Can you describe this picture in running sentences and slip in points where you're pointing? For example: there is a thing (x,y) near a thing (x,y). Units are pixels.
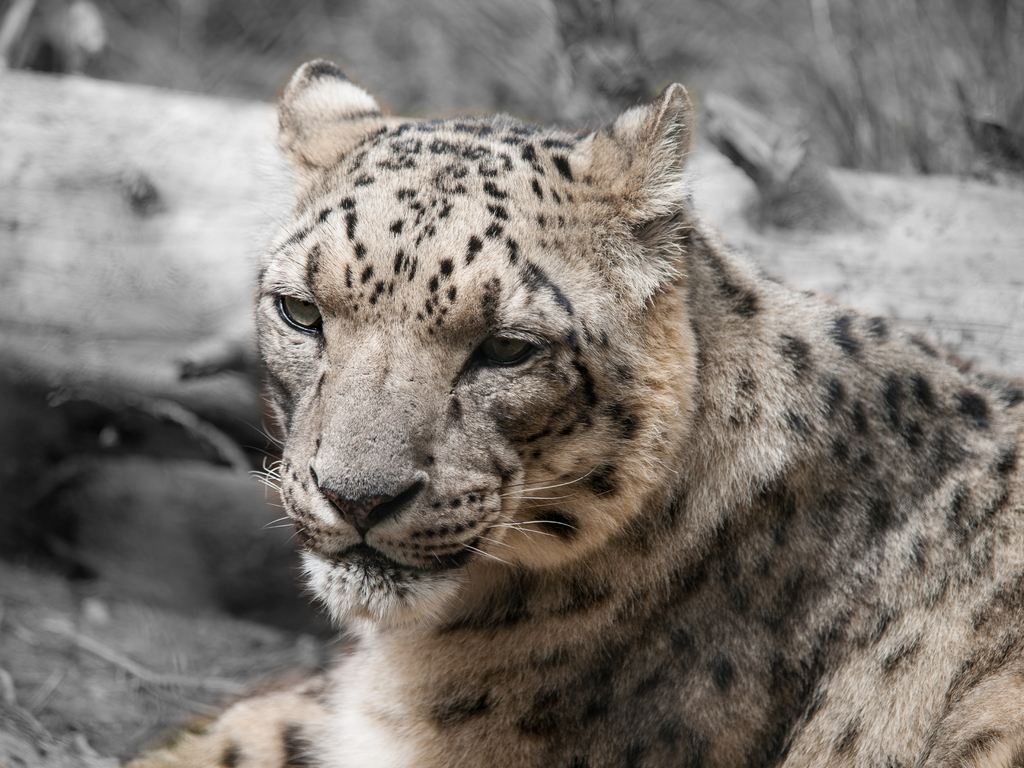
In this image we can see a snow leopard (980,465). In the background (121,429) the image is not clear but we can see a log (921,301) and objects (185,464).
